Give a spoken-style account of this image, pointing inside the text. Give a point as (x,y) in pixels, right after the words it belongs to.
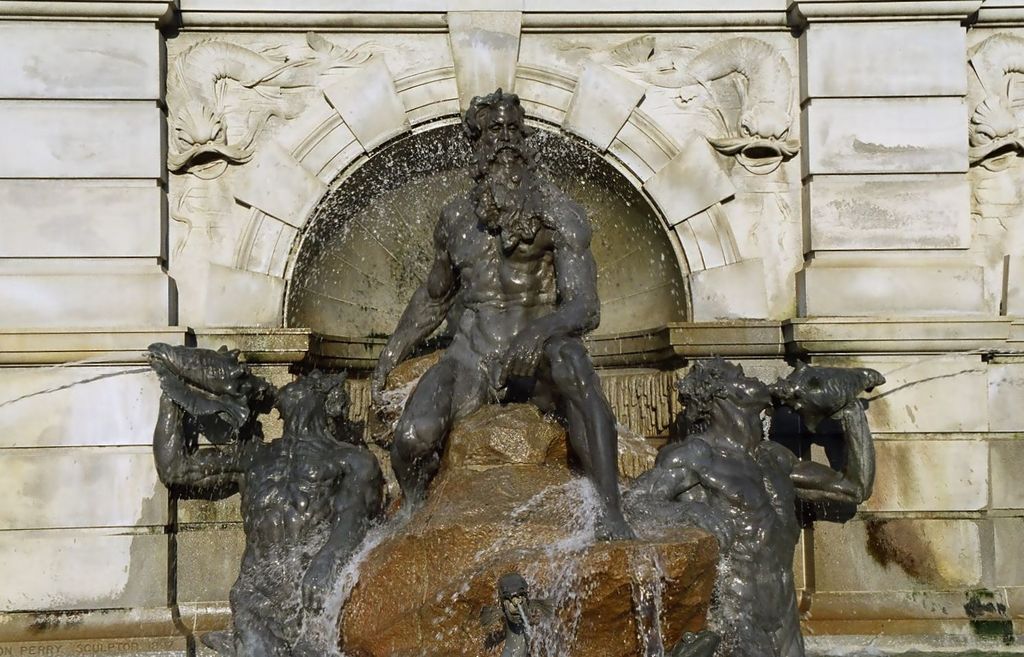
In the center of this picture (585,260) we can see the sculpture (575,276) of a man (517,296) sitting on an object (541,449) and on the right (750,457) and on the left (290,452) we can see the sculptures (262,485) of persons (323,496) holding some objects (848,401) and standing. In the background (873,91) we can see the wall (121,104) of a building (760,200) and we can see the arch (675,174) and the wall carving (206,129) of fishes (196,163).
